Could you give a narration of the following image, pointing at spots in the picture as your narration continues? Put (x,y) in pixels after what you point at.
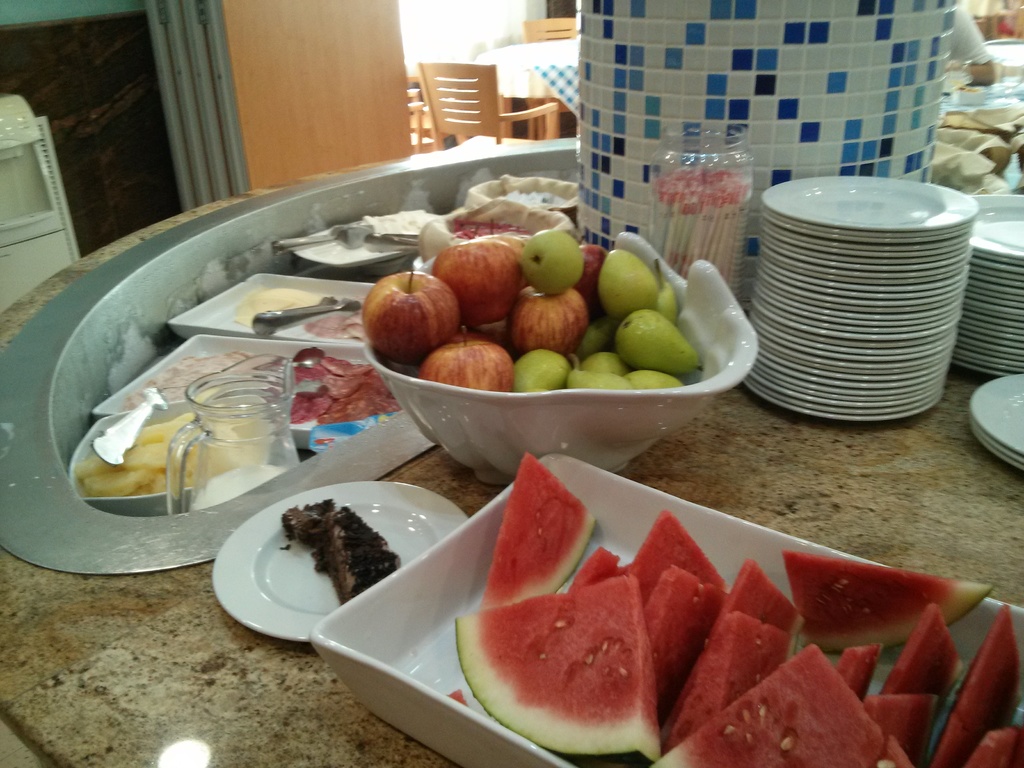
In this picture we can see a platform (138,710), there are some plates (923,371), a bowl (653,410) and a tray (671,501) present on it, we can see some pieces (818,627) of watermelon (760,712) in this tray (632,661), there are some fruits (611,322) present in this bowl (567,285), we can see a jar (272,422) here, in the background (444,131) there is a table (507,49) and two chairs (546,24), we can see a wall (316,50) here.
